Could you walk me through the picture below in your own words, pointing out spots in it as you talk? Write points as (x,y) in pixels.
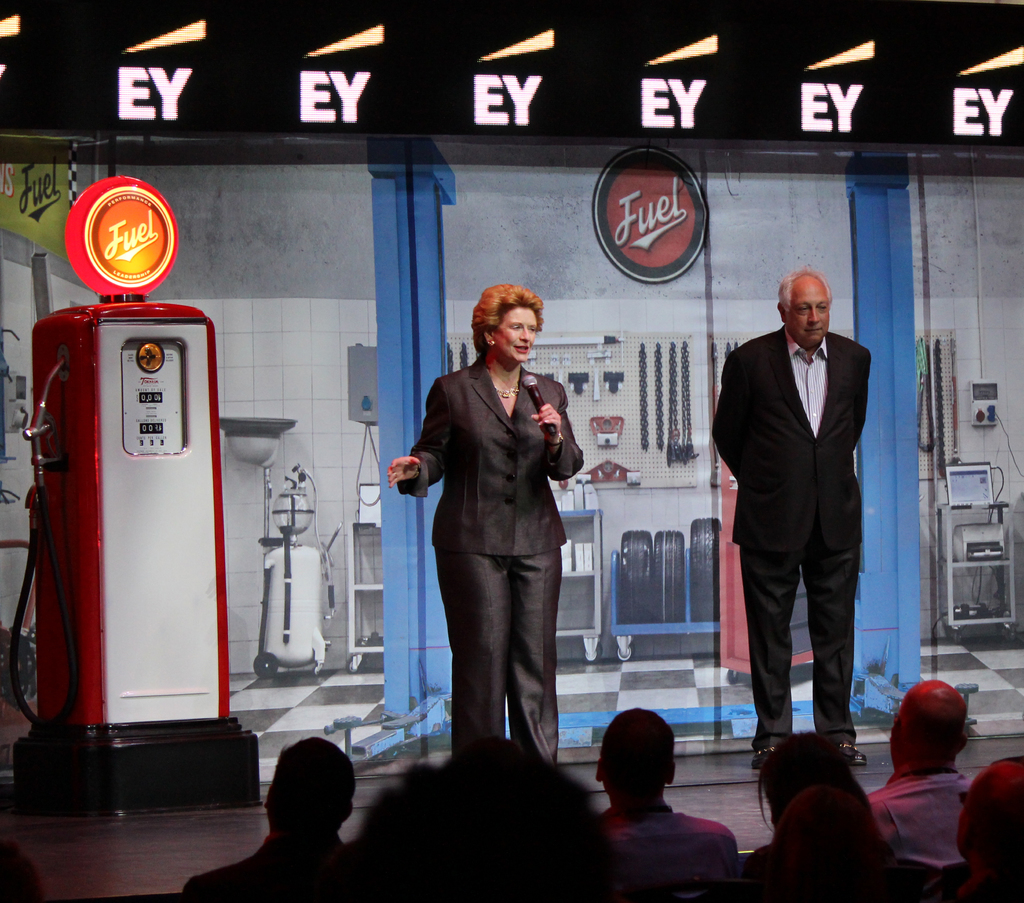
In the image I can see a two people (565,447), among them a person (568,475) is holding the mic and to the side there is a machine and also I can see some other people (412,875) and some objects (274,668) on the backdrop (424,407).
